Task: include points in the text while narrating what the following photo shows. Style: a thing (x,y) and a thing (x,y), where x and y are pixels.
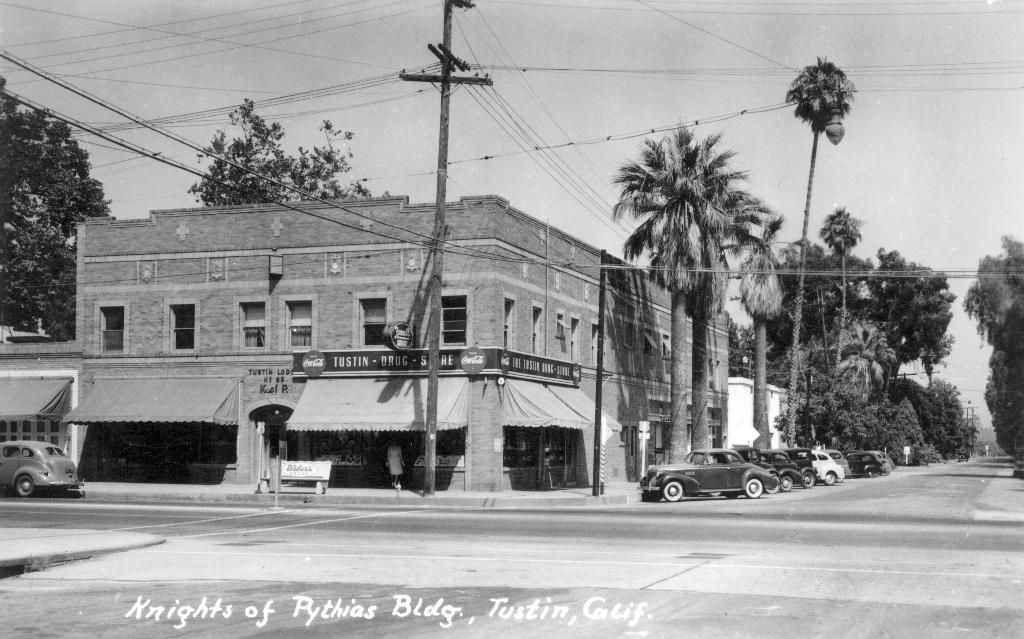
Here this picture is a black and white image, in which we can see a store (423,283) with windows (185,336) present over a place and we can also see cars (796,453) present on the road (703,540) and in the front of the store (328,457) we can see a bench (303,469) present and we can see electric pole (440,214) present and we can also see plants (949,398) and trees (688,289) present and we can see the sky (893,20) is clear.
